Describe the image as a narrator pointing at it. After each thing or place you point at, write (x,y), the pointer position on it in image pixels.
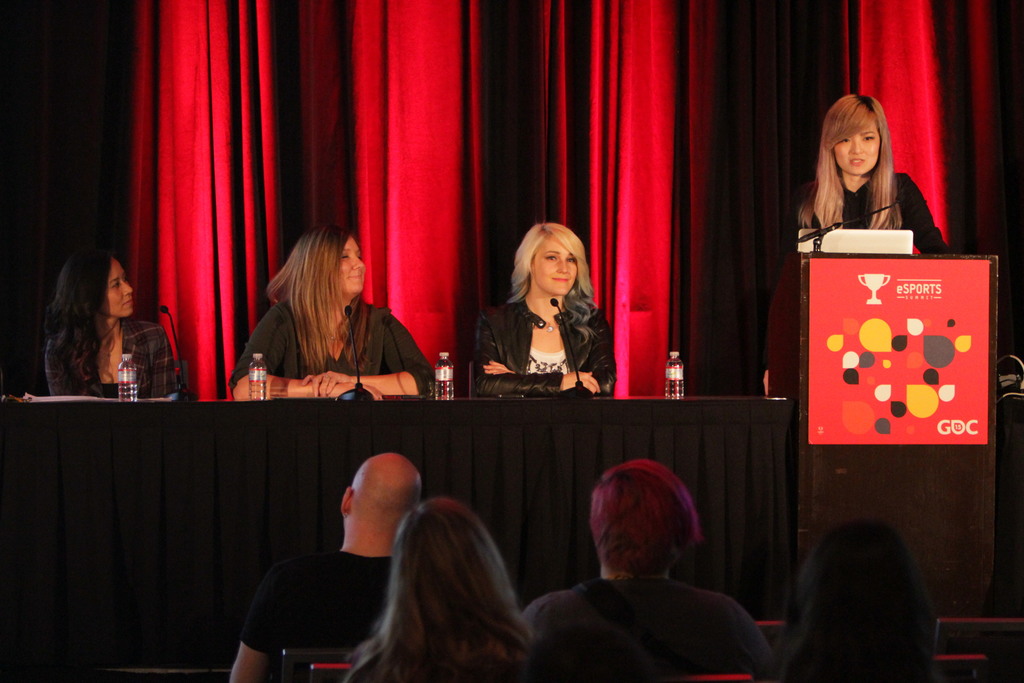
At the bottom of the image (367,498) few people (377,496) are sitting. In front of them we can see a table (441,397), on the table (788,427) we can see some bottles (267,371), microphones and papers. Beside the table (792,404) we can see a podium (800,275), on the podium (844,259) we can see a laptop (823,244) and microphone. Behind the podium (829,255) a woman (824,133) is standing, behind the table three women (543,308) are sitting. Behind them we can see a cloth (398,27).
